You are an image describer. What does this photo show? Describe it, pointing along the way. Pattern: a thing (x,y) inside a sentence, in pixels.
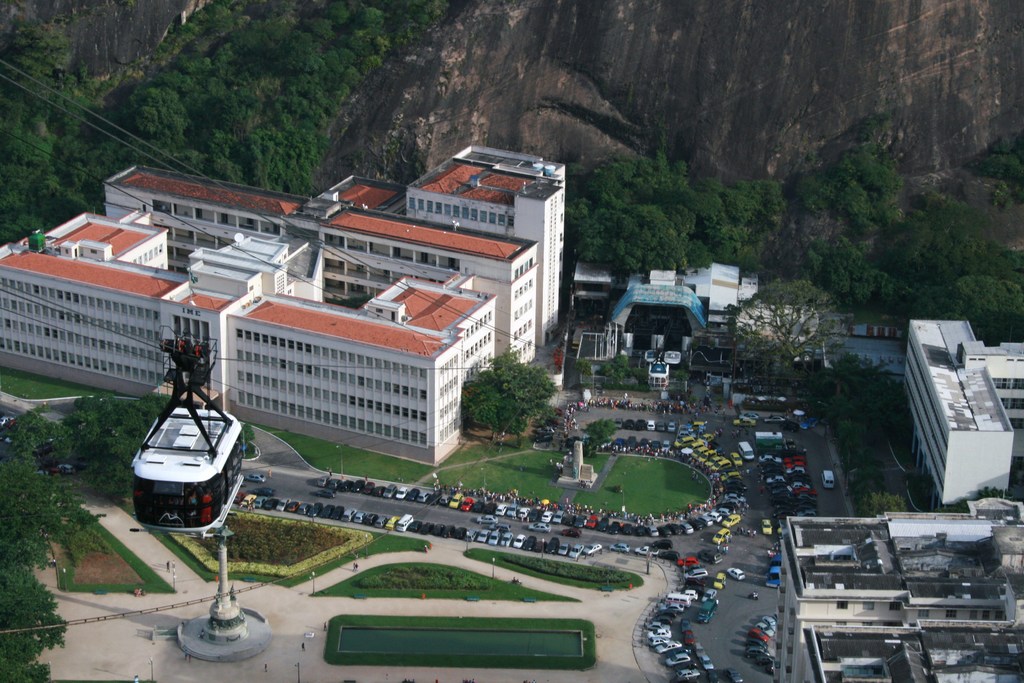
In this image we can see trees (320,137), hills (373,143), buildings (467,260), ropeway (199,452), cables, fountain (235,607), motor vehicles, water (560,641) and road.
